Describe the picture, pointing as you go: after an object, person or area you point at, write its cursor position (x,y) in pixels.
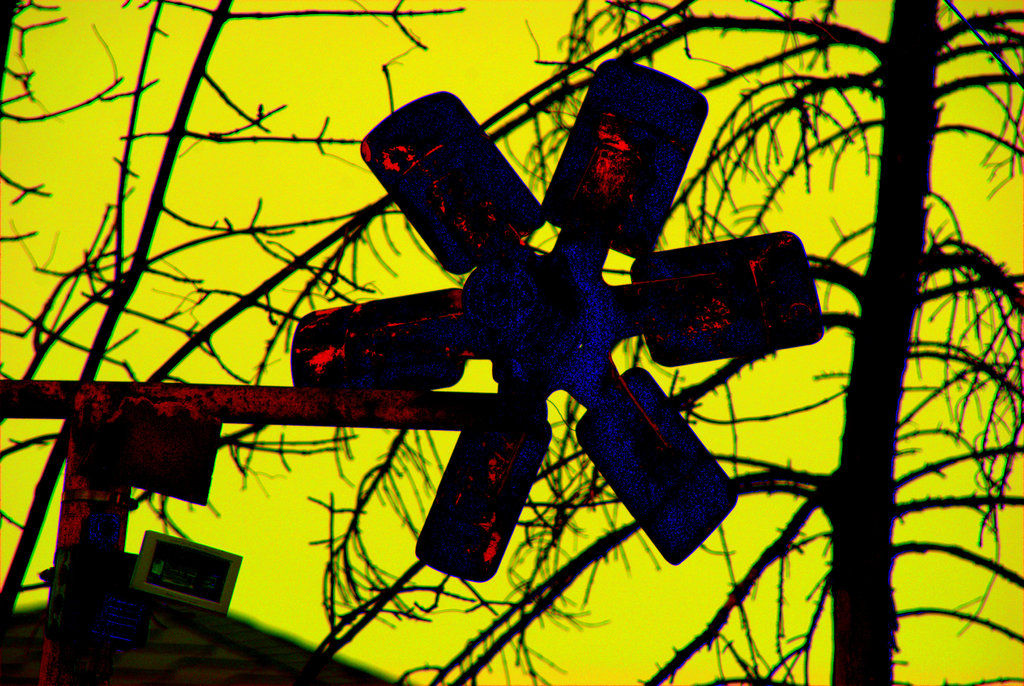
in this image there is a fan (588,335) in middle of this image (557,369) and there is a dry tree (861,348) on the right side of this image (804,167). There is a sky (253,189) in the background (297,111) which is in yellow color.
